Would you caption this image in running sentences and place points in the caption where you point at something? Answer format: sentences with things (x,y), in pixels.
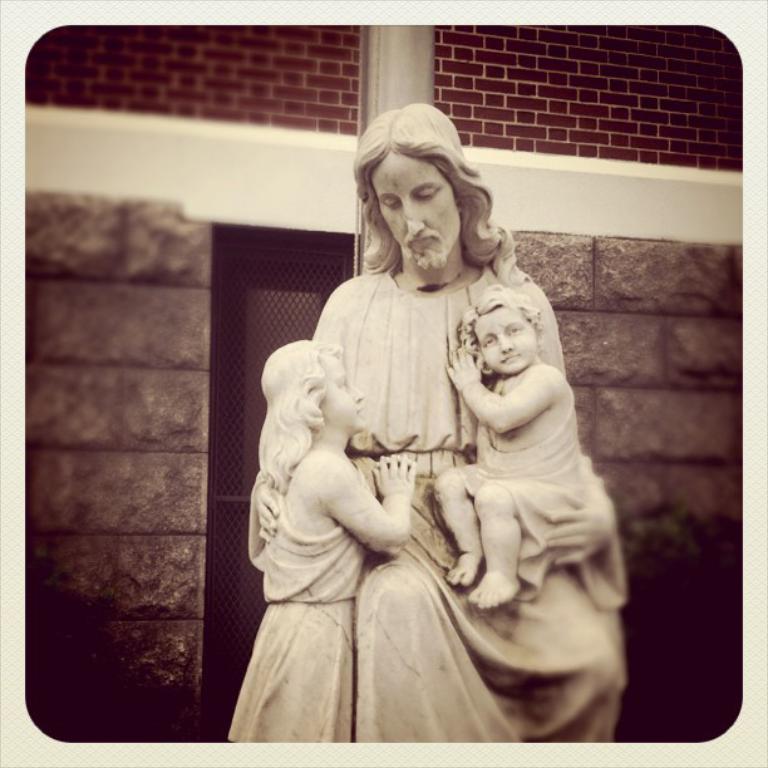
In the image we can see sculpture (381,518) of a person (384,439) and two children's (393,488). Here we can see the brick wall (588,118) and the mesh (262,419).
